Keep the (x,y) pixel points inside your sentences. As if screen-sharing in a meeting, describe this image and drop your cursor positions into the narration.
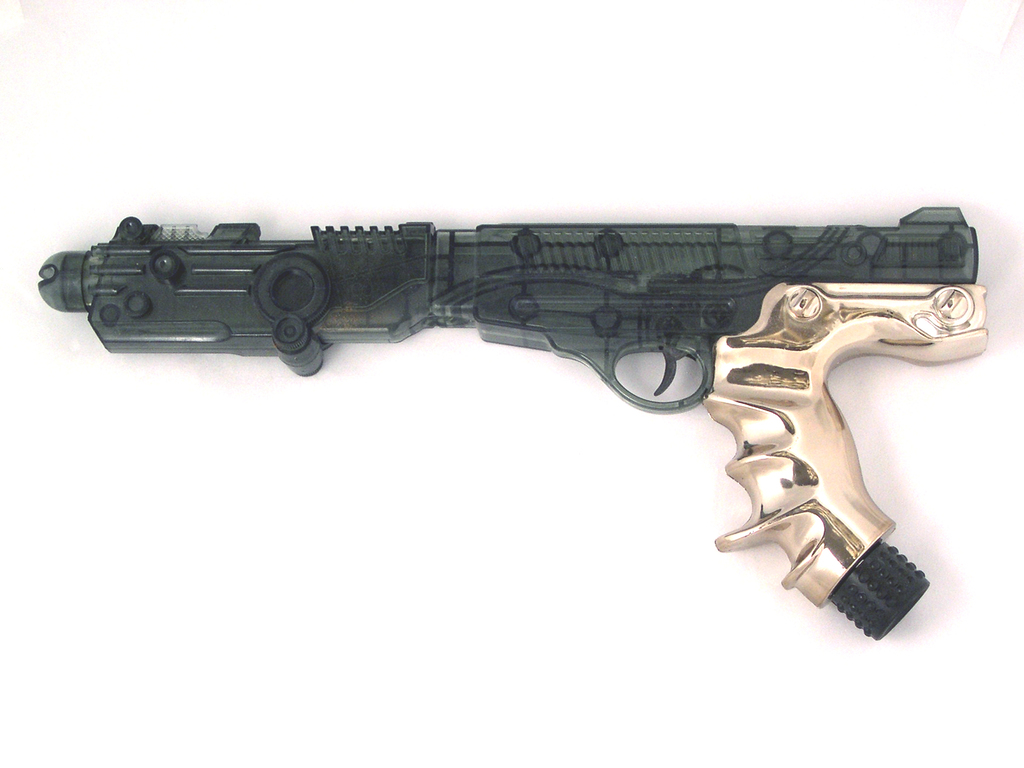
In this picture there is a gun (490,312) on a white surface (461,338).
